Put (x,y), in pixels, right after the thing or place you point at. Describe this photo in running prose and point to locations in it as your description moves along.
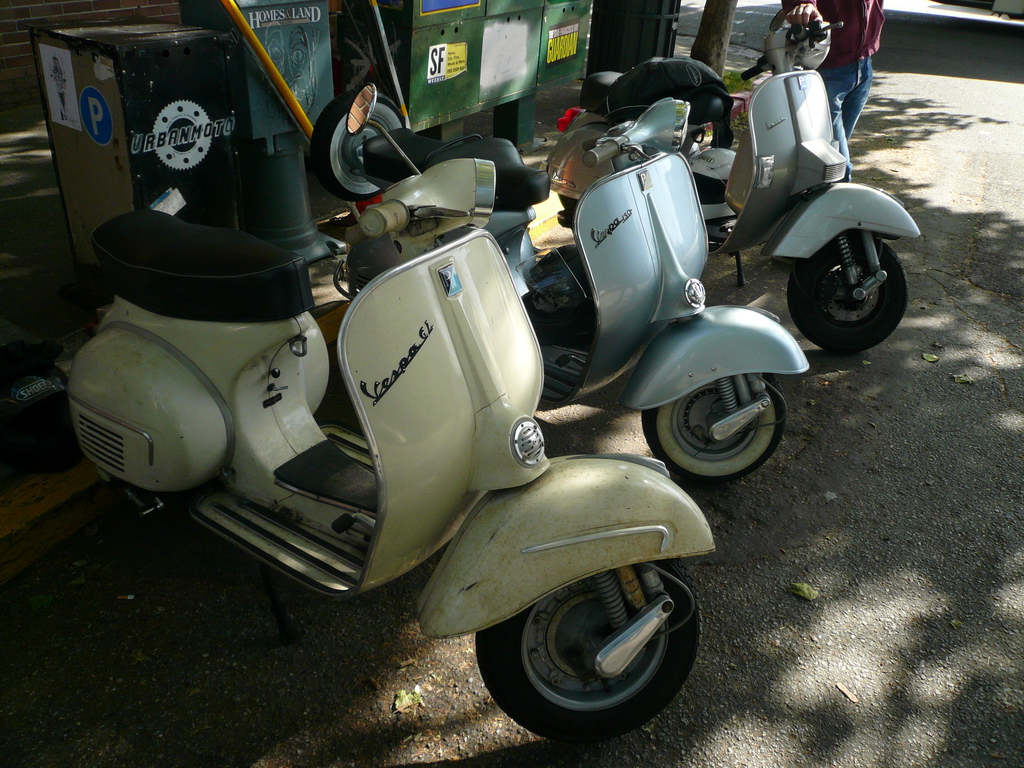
In this image we can see there are scooters (676,386) parked on the road (883,94). And there is the person (847,60) standing and holding a scooter (800,53). And at the back (185,83) we can see the boxes (311,86) and a tree trunk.
